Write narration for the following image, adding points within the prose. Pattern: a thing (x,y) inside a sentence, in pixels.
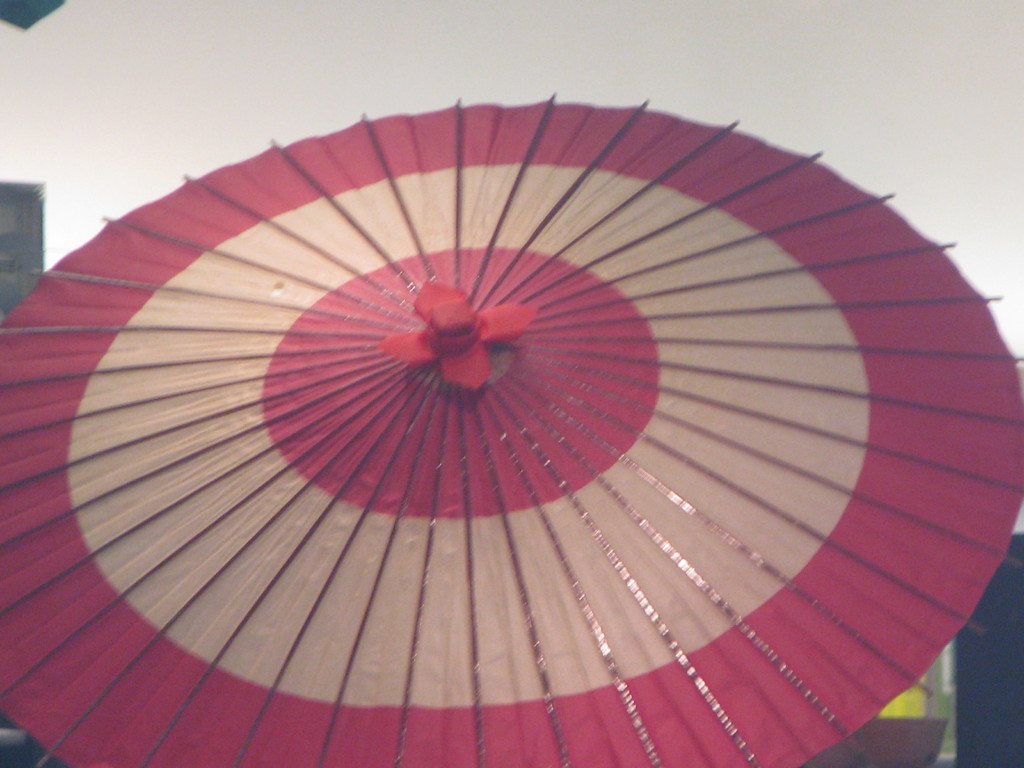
In this picture I can observe an object (599,348) which is in pink and cream color. It is looking like an umbrella (163,449).
